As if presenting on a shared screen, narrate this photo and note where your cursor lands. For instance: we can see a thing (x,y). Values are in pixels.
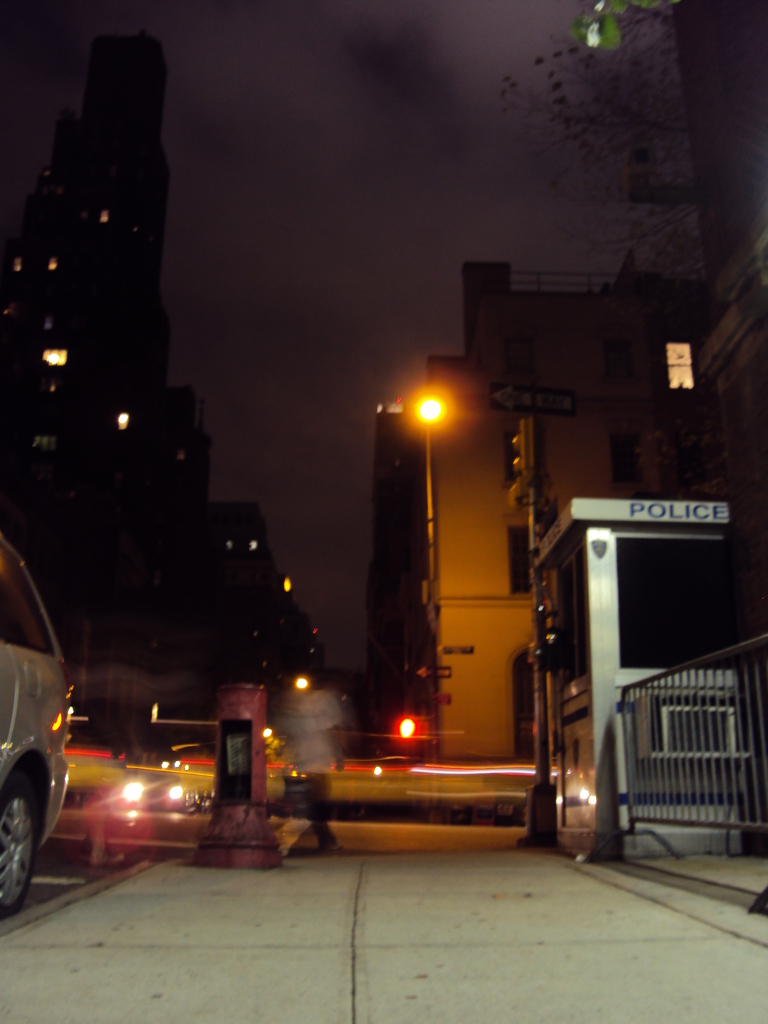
In this picture we can see few vehicles (349,783), metal rods (756,729) and a person (321,730), the person (315,815) is walking on the pathway (305,856), in the background (92,406) we can find few trees (685,238), buildings (629,416), lights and poles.
